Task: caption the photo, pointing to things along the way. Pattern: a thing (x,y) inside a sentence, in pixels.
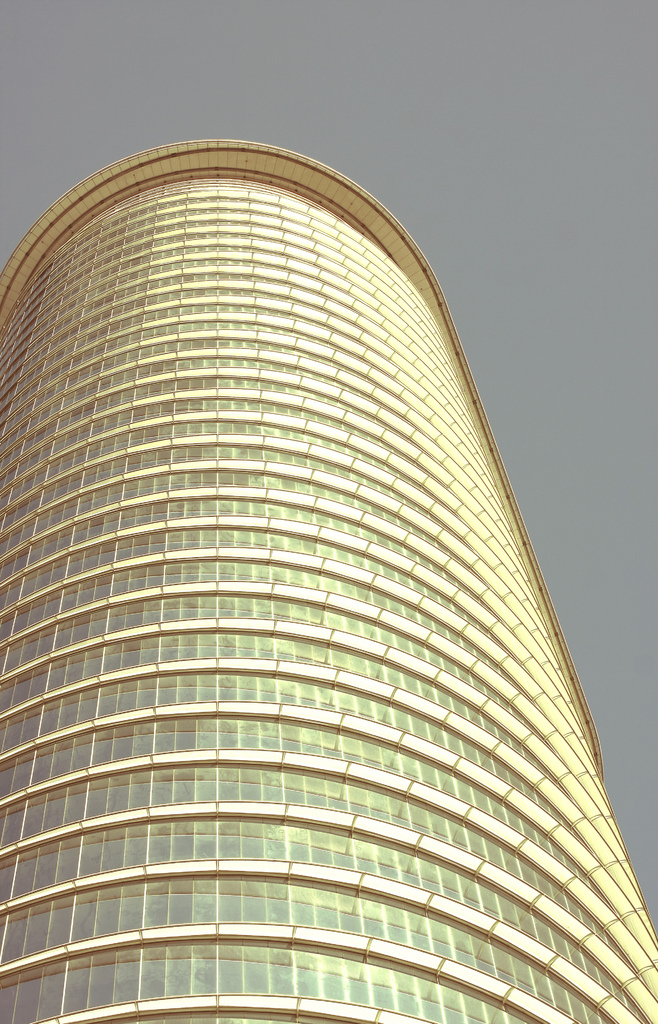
In this picture there is a skyscraper (318,362) in the center of the image (339,645).
